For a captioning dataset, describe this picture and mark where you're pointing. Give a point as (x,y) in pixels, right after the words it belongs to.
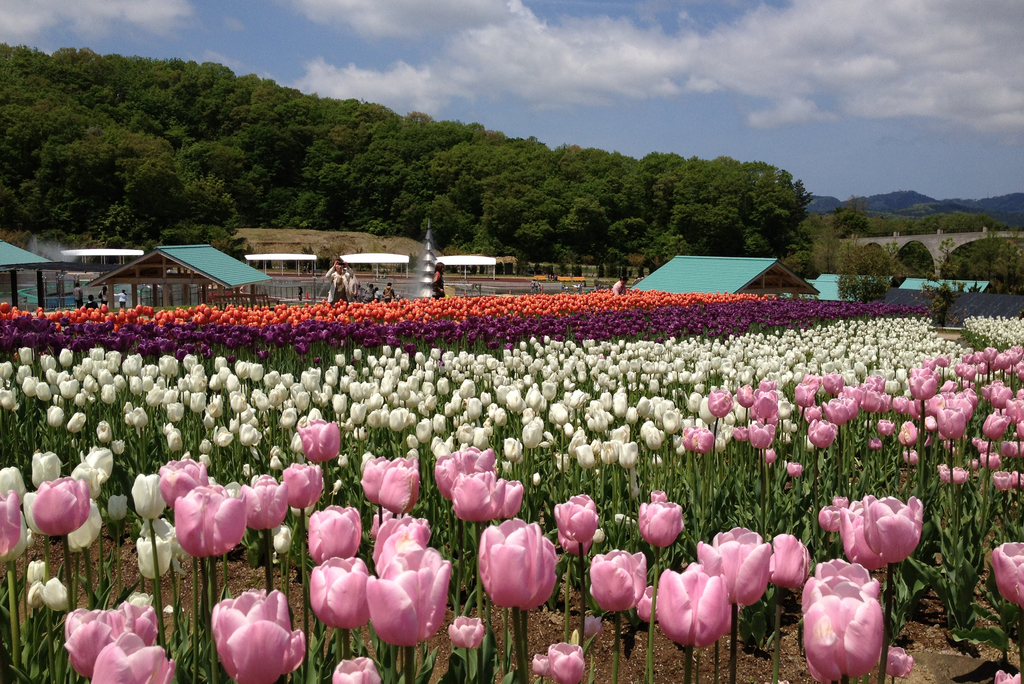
In this picture there are flowers (133,635). At the back (91,205) there are buildings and there are group of people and there are trees (45,130) and there is a fountain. At the top (636,129) there is sky (622,129) and there are clouds (797,16). At the bottom (788,598) there is mud (647,632) and the flowers (688,622) are in pink, white, violet and in orange colors.
